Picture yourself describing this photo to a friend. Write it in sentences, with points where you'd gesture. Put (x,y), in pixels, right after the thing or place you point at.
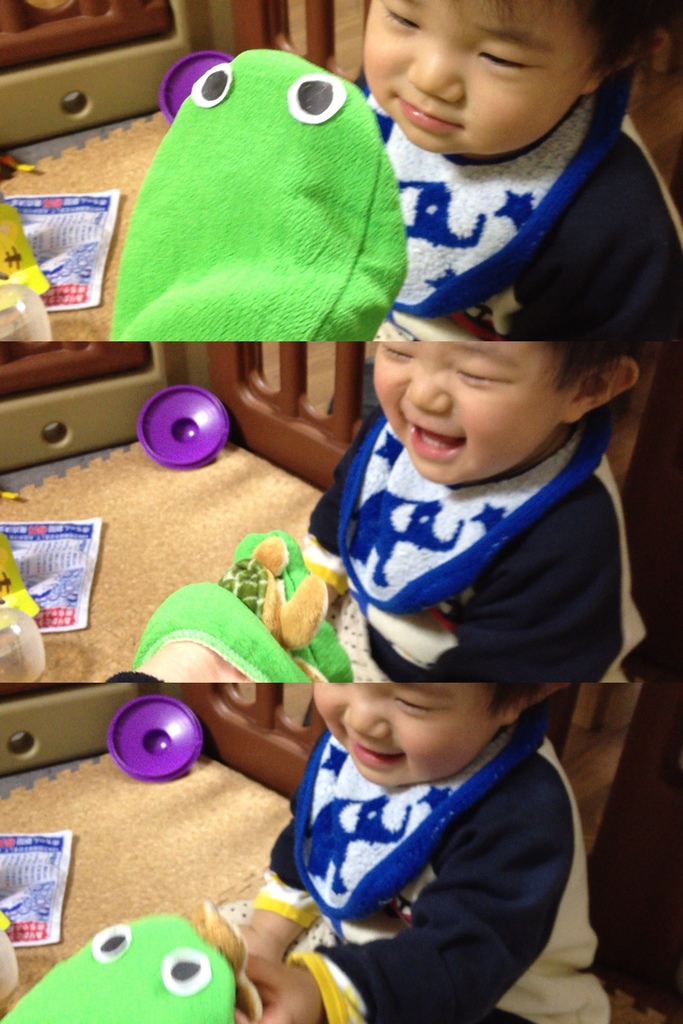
This is a collage image. We can see a person (327,900) and a toy (89,996). We can see the ground (48,656) with some cloth (100,272) and some objects (35,910). We can also see the background (13,733) with some object (45,750).
